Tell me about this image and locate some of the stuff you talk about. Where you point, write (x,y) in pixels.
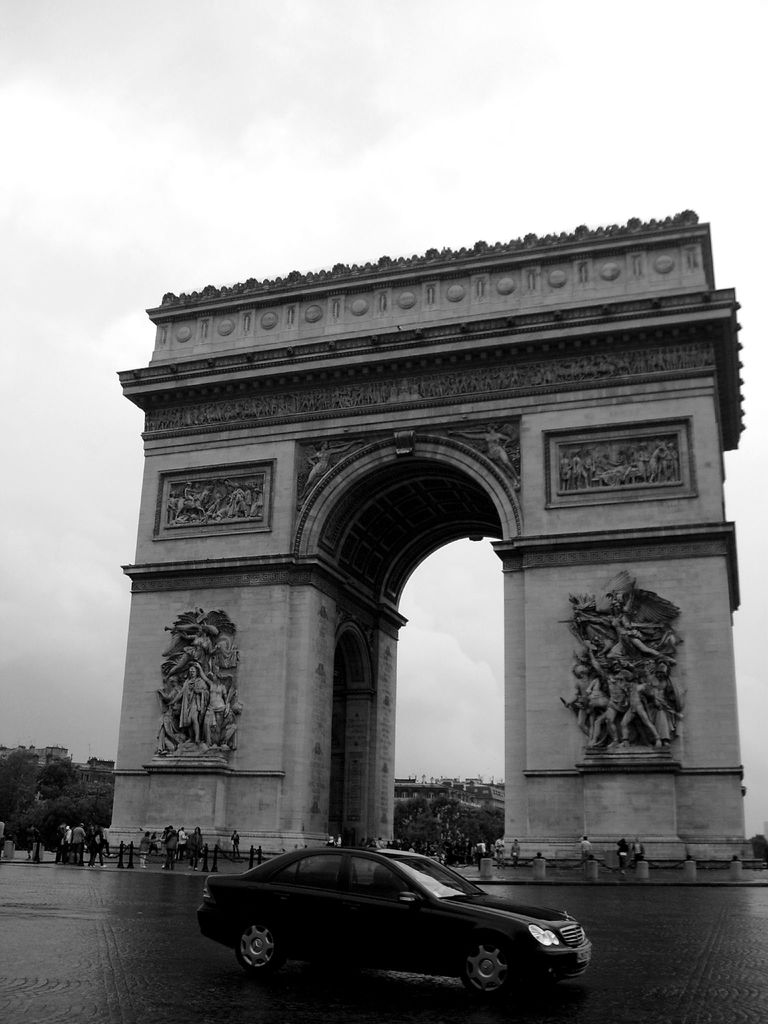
In this image there is a wall (481,335) with arch (383,605) and sculptures (186,510) on it, in front of that, there are a few people (184,831) standing and walking, there are a few rods (121,842) and poles (540,865). There is a vehicle (534,928) moving on the road (753,987) and in the background (466,758) there are trees (33,765), buildings (435,793) and the sky (36,633).
